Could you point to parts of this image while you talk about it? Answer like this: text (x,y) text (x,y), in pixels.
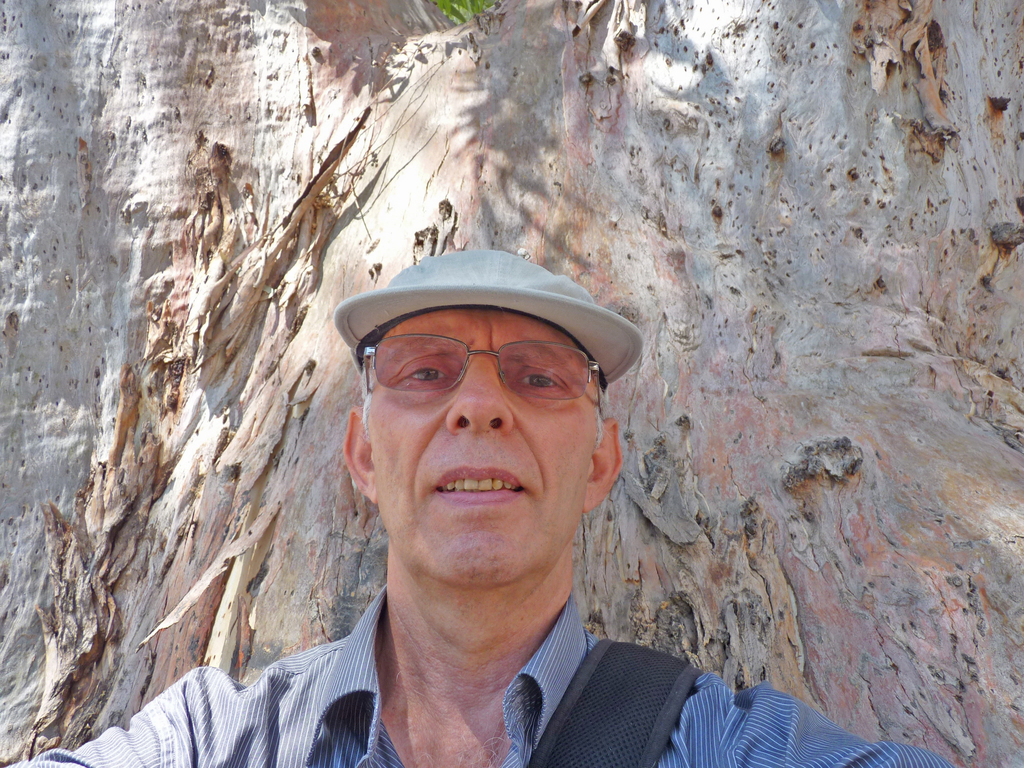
In this image there is a person (438,541), behind the person (483,693) there is a branch (297,140) of the huge tree (212,405).
